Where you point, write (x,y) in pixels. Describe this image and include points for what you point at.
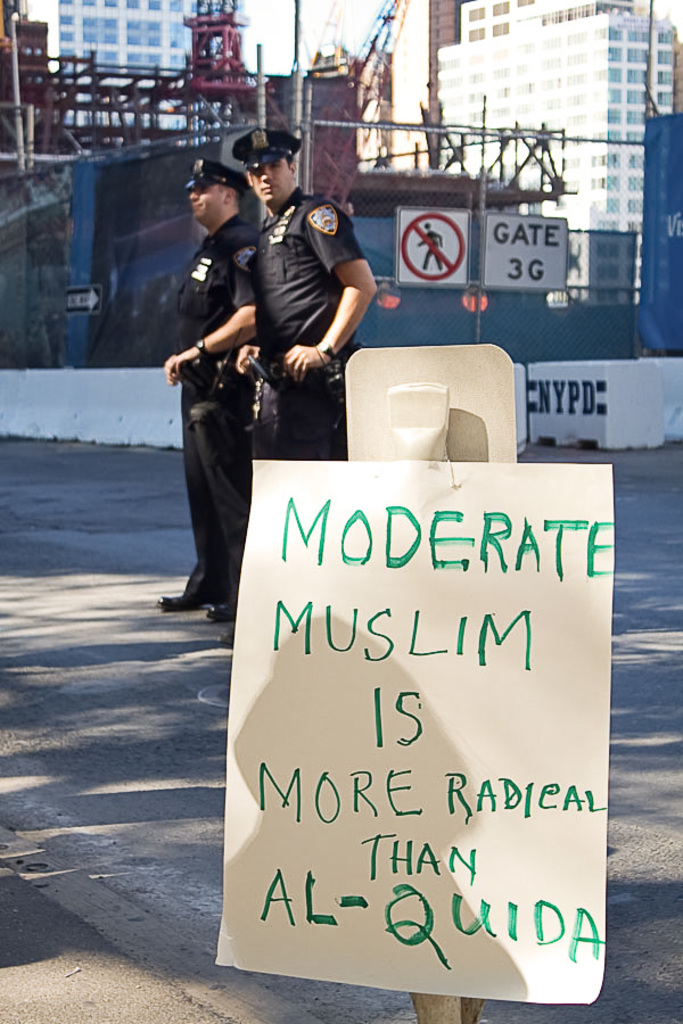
In this image there are two officers (232,317) standing on the road (163,475). At the bottom (451,695) there is a placard (437,557). In the background (181,75) there is construction of the building (347,63). On the right side (538,248) there are two caution boards (508,273) on the road (556,459).
